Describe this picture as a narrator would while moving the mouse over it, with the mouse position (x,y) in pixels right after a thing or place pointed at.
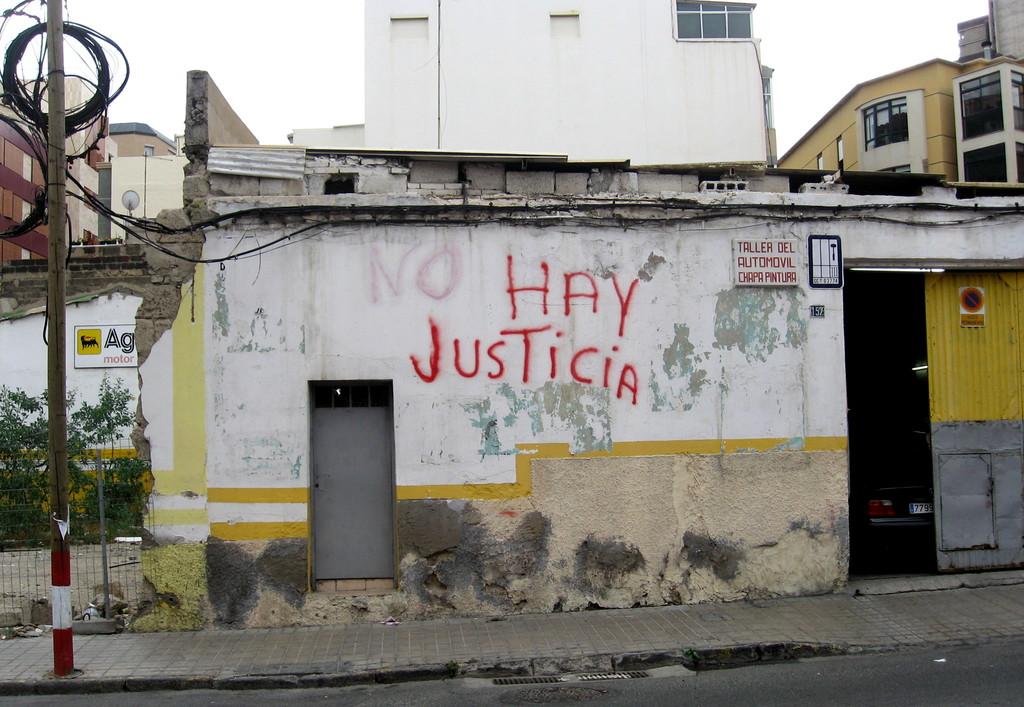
In the image I can see a place where we have a house (471,275) to which there is a board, door (369,410) and something written on it with red paint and around there are some other houses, pole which has some wires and a plant (111,537) to the side.
